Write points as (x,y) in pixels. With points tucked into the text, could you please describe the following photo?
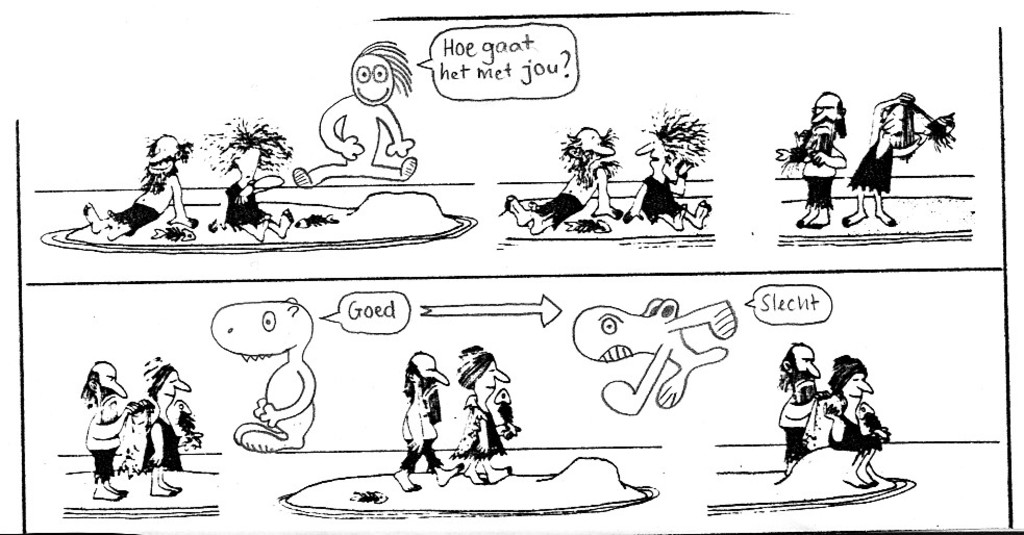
This is a picture of drawing (58,324). In this picture we can see the depictions (865,429) and text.
